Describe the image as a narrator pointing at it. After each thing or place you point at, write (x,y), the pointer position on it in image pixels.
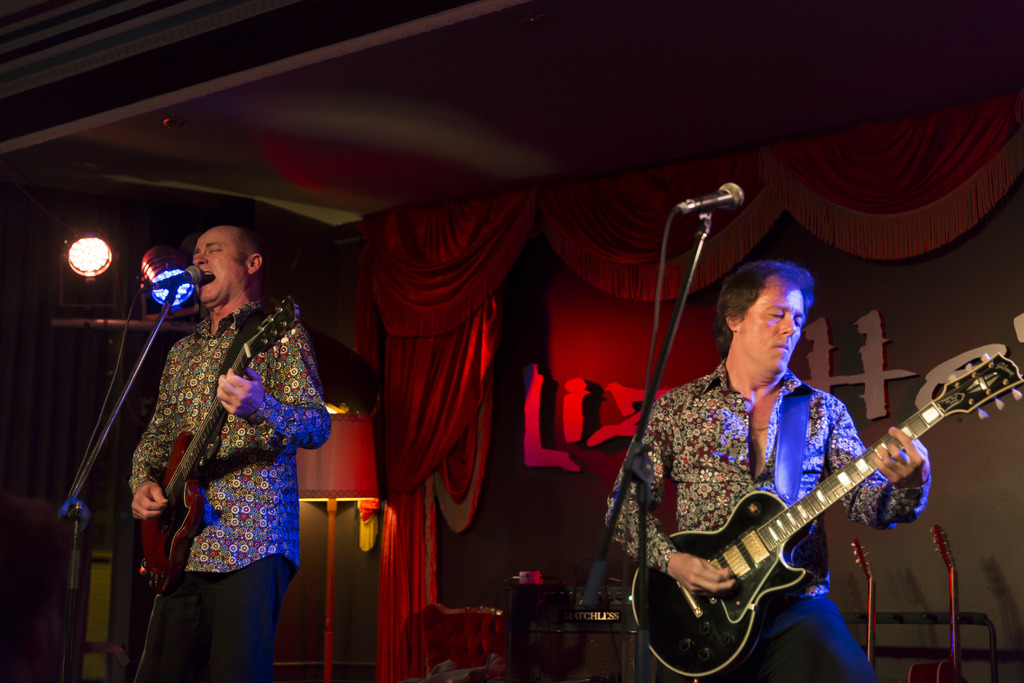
In this image I see 2 men (810,682) standing in front of a mic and both of them are holding a guitar (723,664). In the background (315,500) i see the lights (325,501) and the curtain (383,287).
